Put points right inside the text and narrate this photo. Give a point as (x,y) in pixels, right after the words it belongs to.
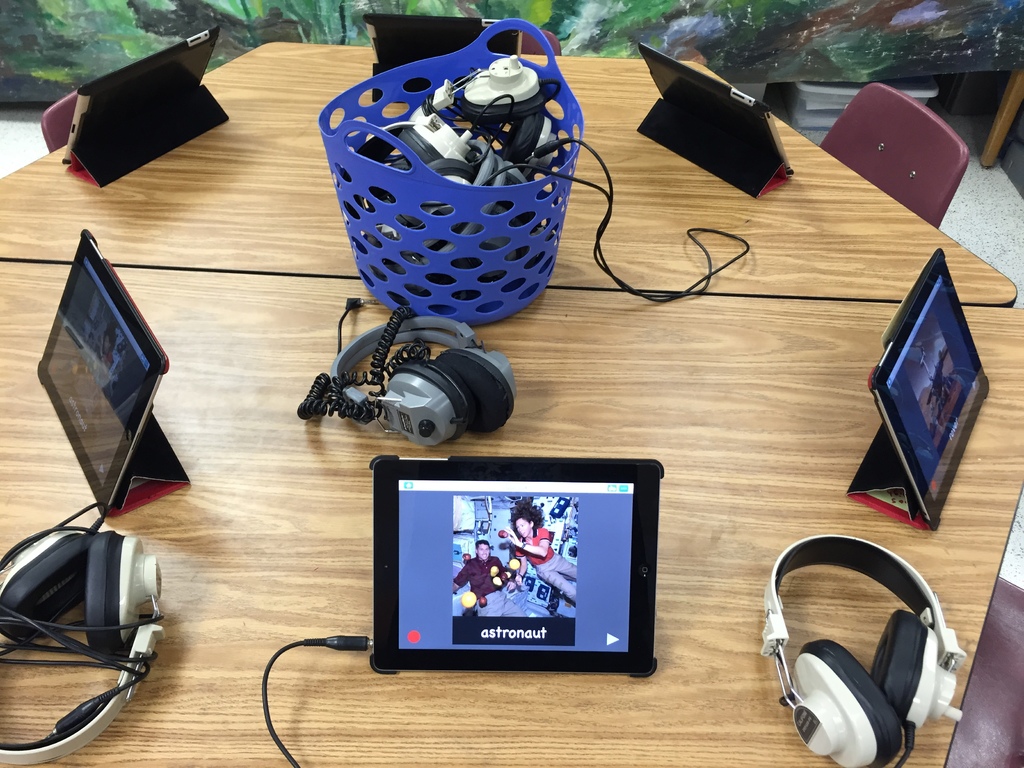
In this image we can see a table (184,440) and on the table (242,377) there are basket (470,188) which consists of cables (487,149) and headphones (492,161), tables (139,130) and chairs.
